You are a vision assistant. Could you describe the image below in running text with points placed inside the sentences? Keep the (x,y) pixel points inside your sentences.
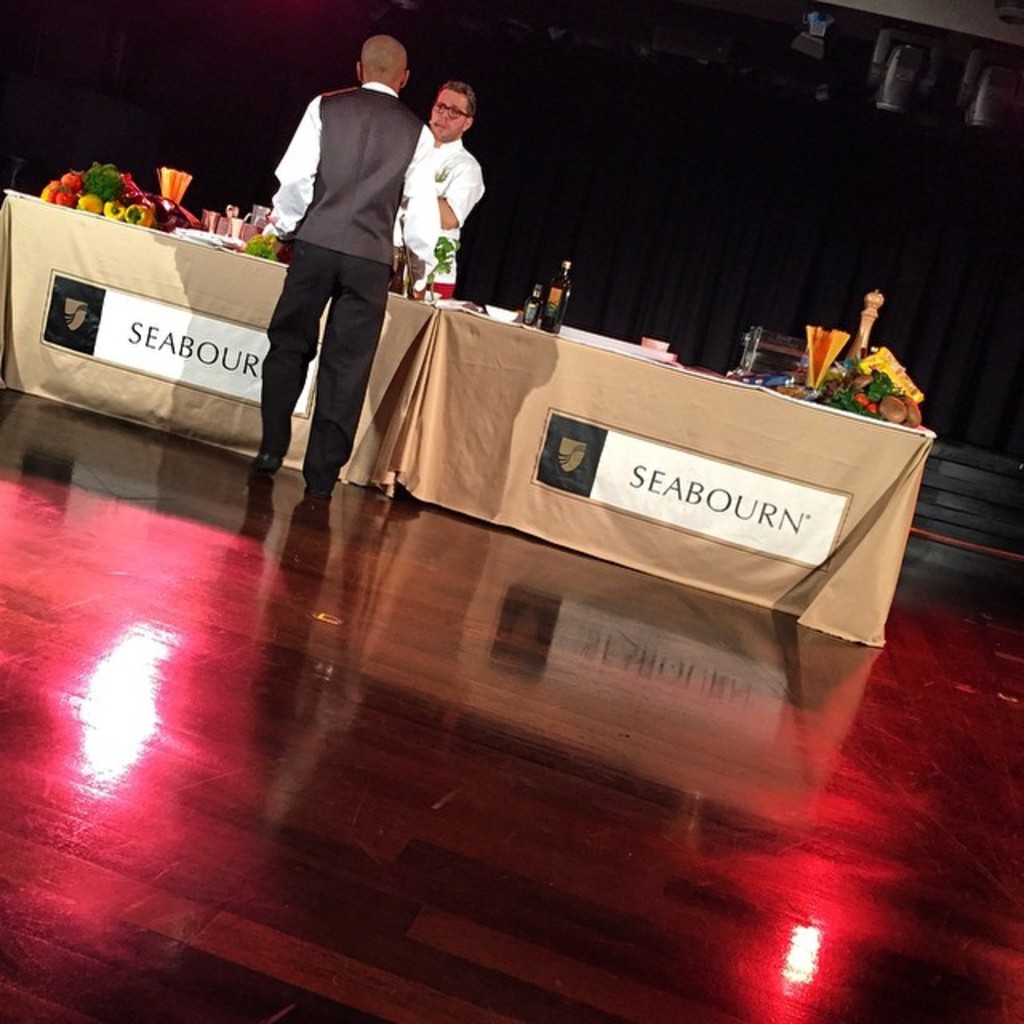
In this image, There is a floor (694,826) on that there is red color lights projections (115,735) and there are some table (174,364) covered by a yellow cloth (809,454) and there are some people (406,215) standing around the table (605,438) and in the background (646,241) there is a black color wall (726,122).
